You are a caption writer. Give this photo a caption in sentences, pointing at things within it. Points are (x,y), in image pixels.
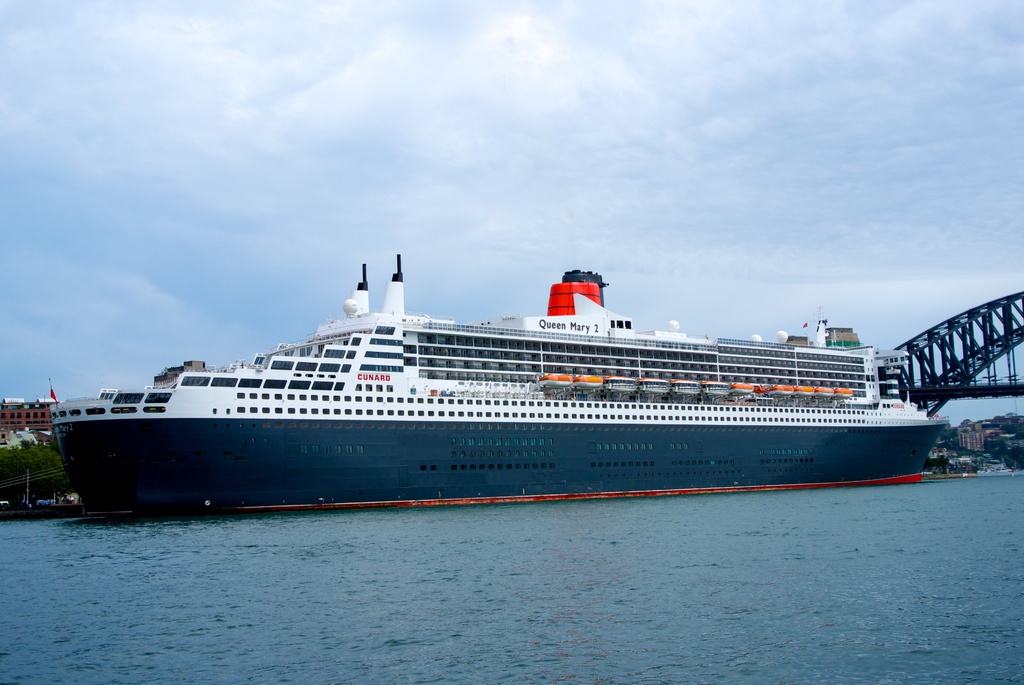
In this picture we can see a big white and blue color cruise ship (470,469) in the water (440,540). Behind we can see a metal bridge (961,317) and above blue sky (498,155) and clouds (532,144).
